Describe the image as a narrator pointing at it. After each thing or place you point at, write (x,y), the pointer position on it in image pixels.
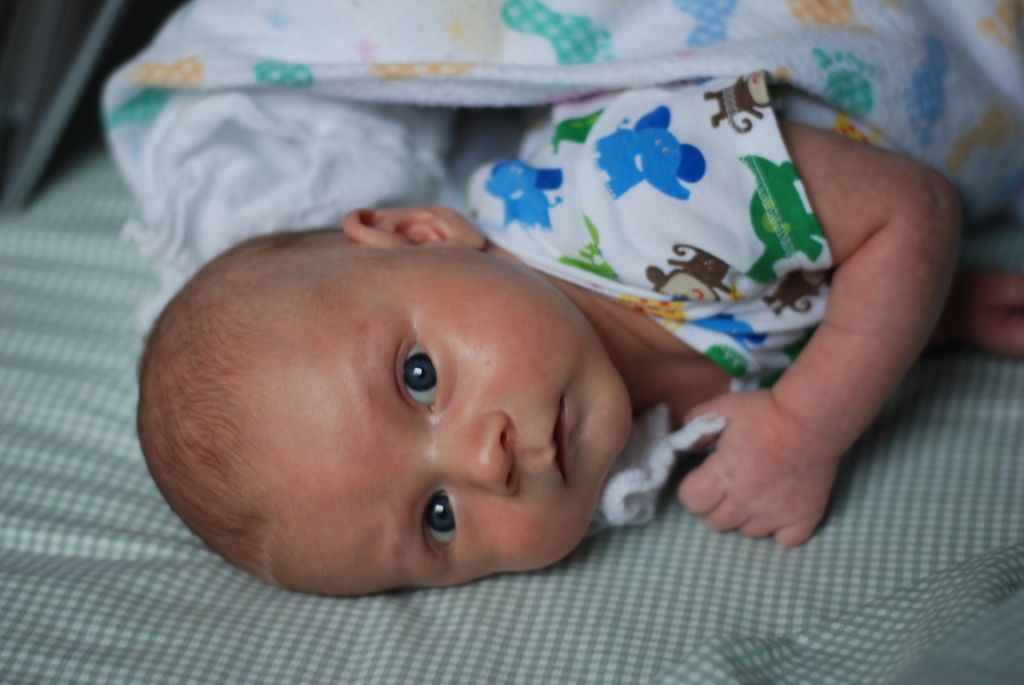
In the picture we can see a baby (364,555) lying on the bed (542,676) which is green in color with lines (38,669) on it and on the baby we can see a white color cloth (290,20) with some pictures (931,95) on it.
